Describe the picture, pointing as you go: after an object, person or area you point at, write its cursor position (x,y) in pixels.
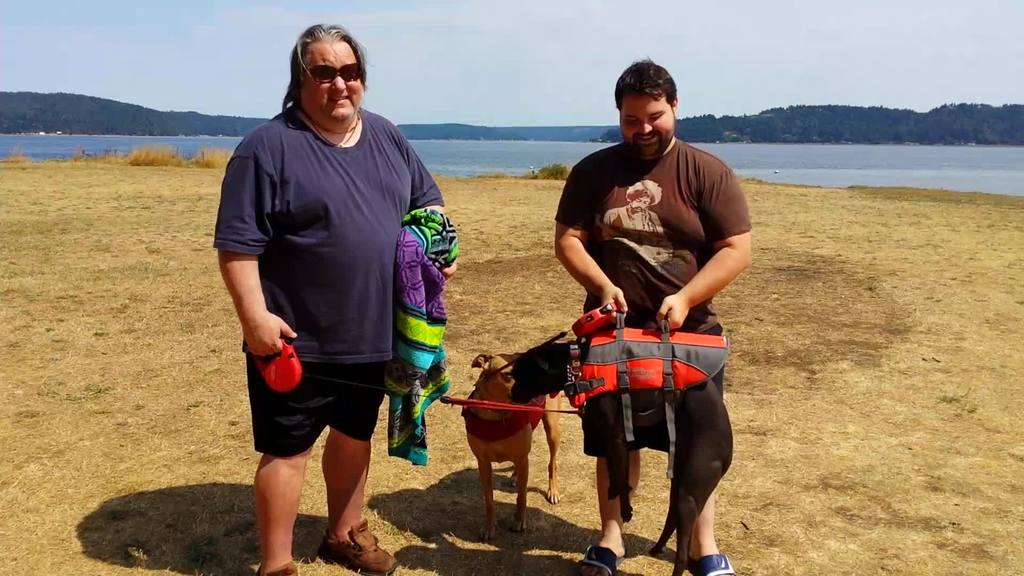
In this image I can see two people (283,313) and dog (525,366). Among them one person (595,432) is holding the dog (676,475) and another one is holding cloth (419,310). And these people (344,117) are smiling. In the background (849,152) there is a water (873,161), mountains (823,130) and the sky (547,69).
